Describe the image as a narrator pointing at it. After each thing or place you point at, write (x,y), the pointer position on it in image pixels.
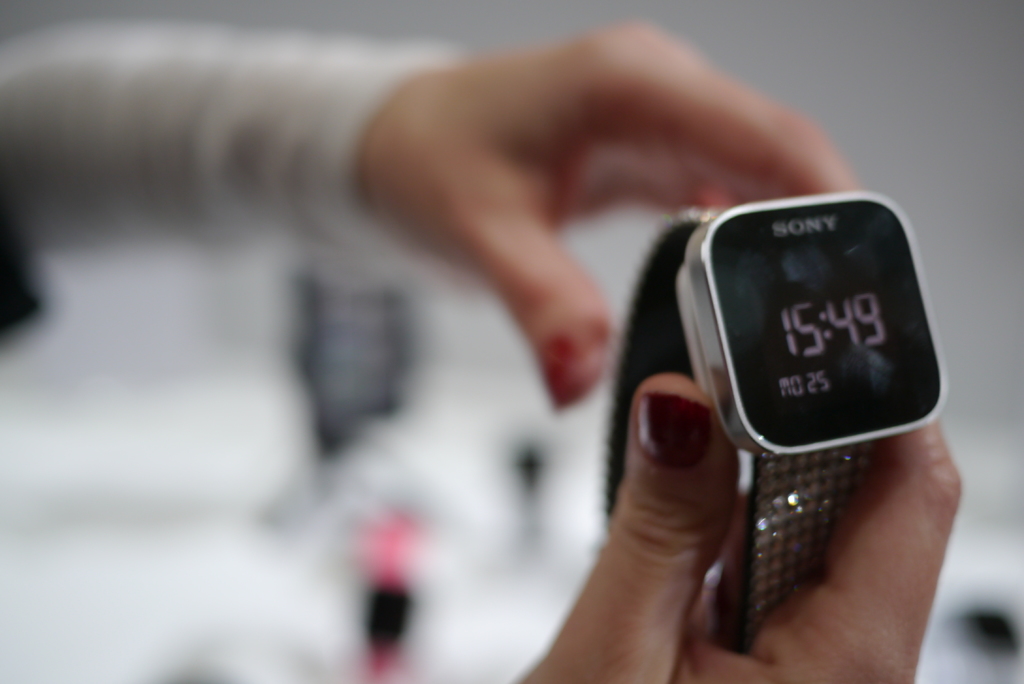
In this image I can see a digital watch (835,309) and the hands (425,116) of a person (438,115). In the background of the image (872,16) it is blurry.
